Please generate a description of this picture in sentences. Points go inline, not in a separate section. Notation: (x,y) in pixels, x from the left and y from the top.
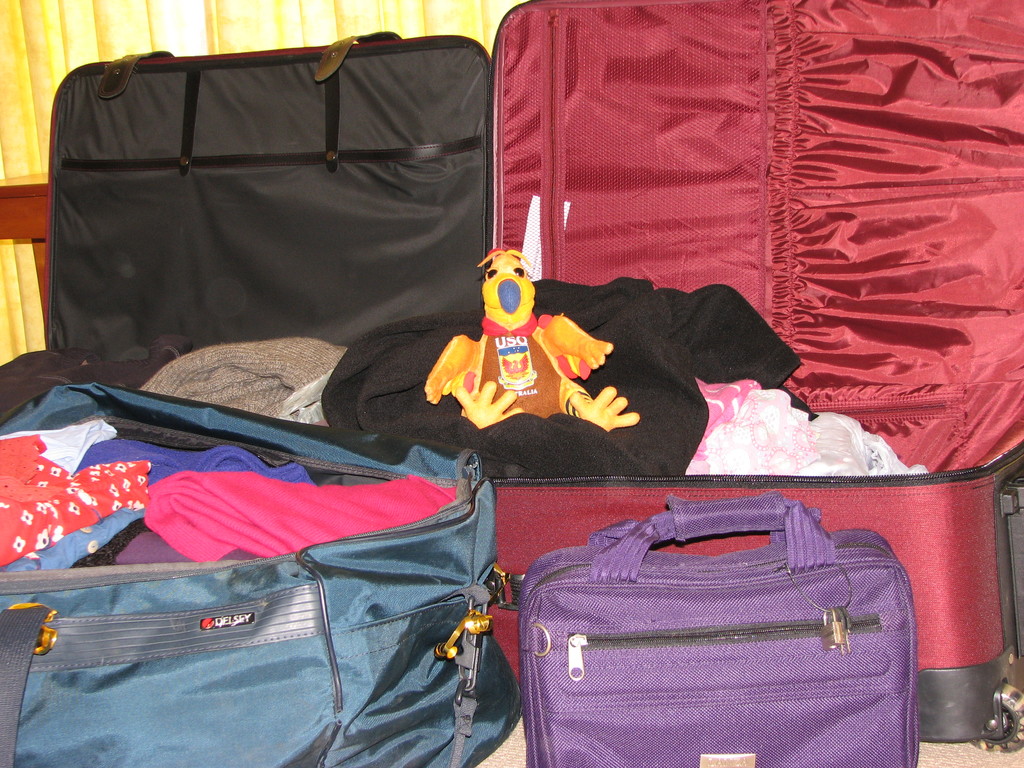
In this picture there are many bags (203,341) filled with clothes (258,550) and few of them are open, there is also a duck (526,352) placed in the red bag (650,245). In the background (133,49) we observe a yellow curtain (80,52).
